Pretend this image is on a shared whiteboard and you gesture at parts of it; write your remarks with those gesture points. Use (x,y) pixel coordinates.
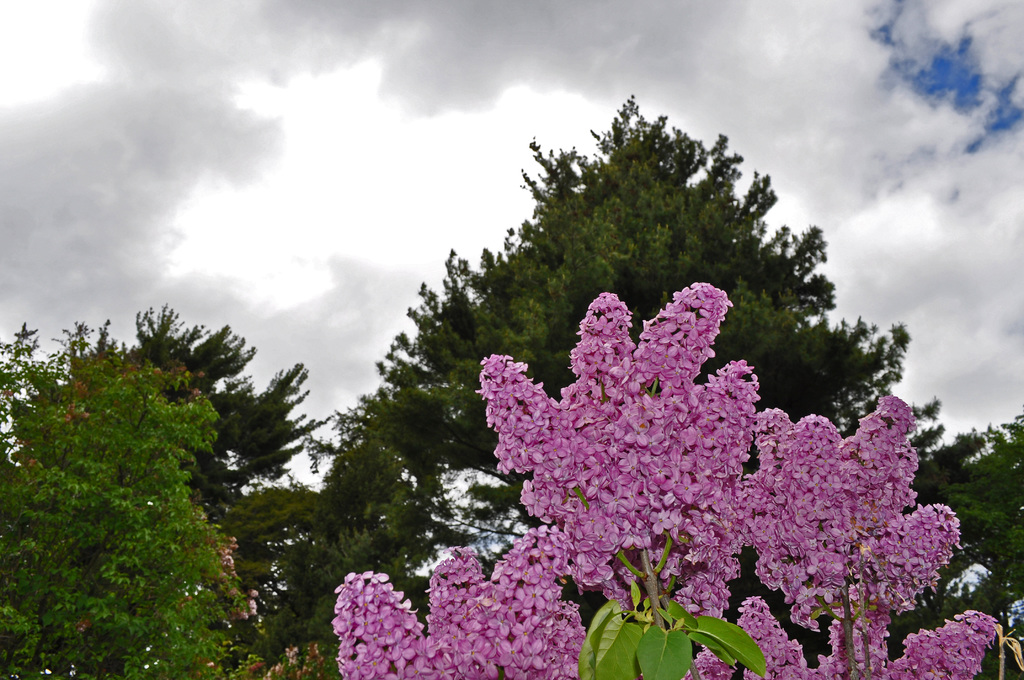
In this image I can see number of trees (97,604), purple colour flowers (695,526), clouds (994,215) and the sky (1004,115).
